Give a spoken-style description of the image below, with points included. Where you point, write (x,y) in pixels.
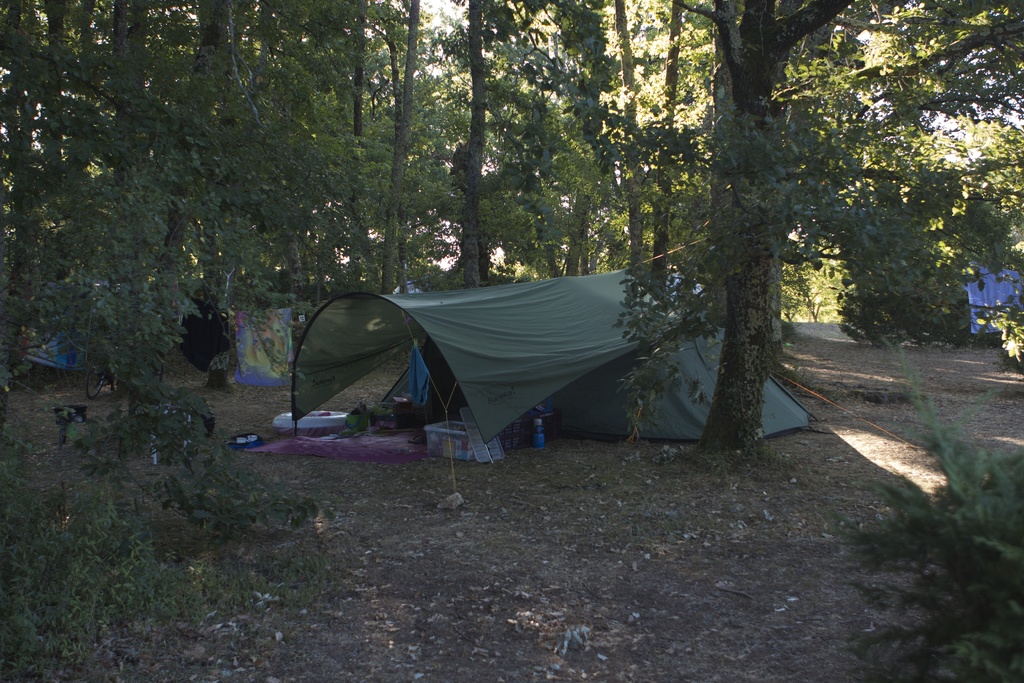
In this picture I can see the tent (528,370), beside that I can see the cloth (331,453), box (455,454), bottles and white objects (325,419). In the back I can see other tents (977,307). On the left (86,380) I can see the bicycle (101,370) which is parked near to the tent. In the background (386,133) I can see many trees (572,199), plants (946,469) and grass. At the top (438,27) I can see the sky (434,12). At the bottom (226,671) I can see some stones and leaves (410,582).
